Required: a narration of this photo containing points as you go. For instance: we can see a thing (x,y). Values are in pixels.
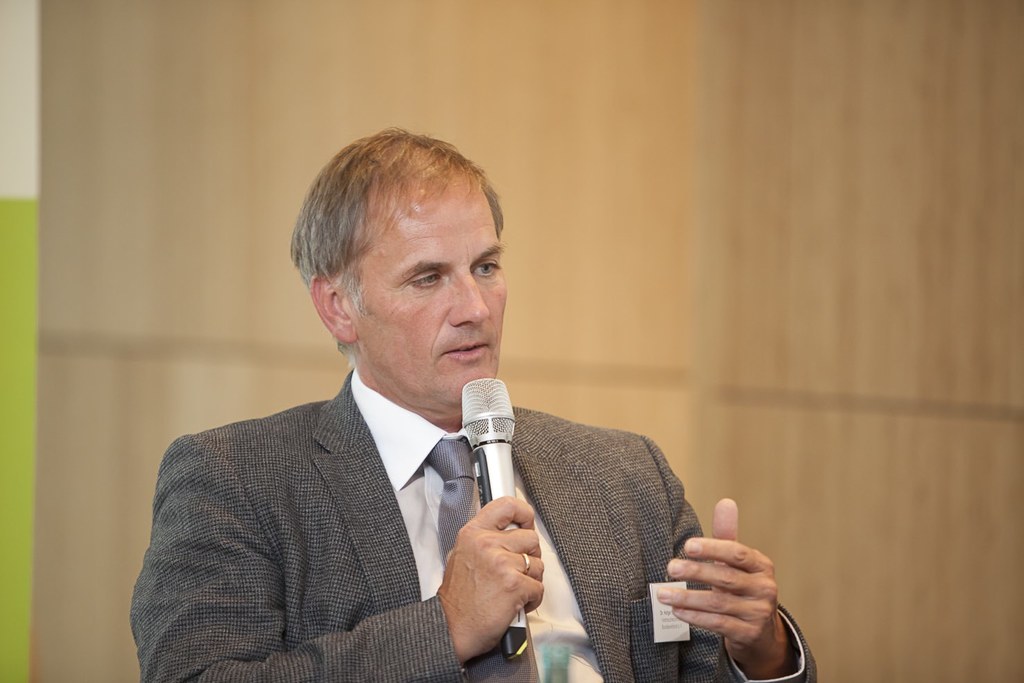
In this picture, we see a man (267,500) in grey blazer (273,527) and white shirt (412,508) is holding microphone (490,498) in his hand (538,564) and he might be talking on it. Behind him, we see a wall (167,126).
